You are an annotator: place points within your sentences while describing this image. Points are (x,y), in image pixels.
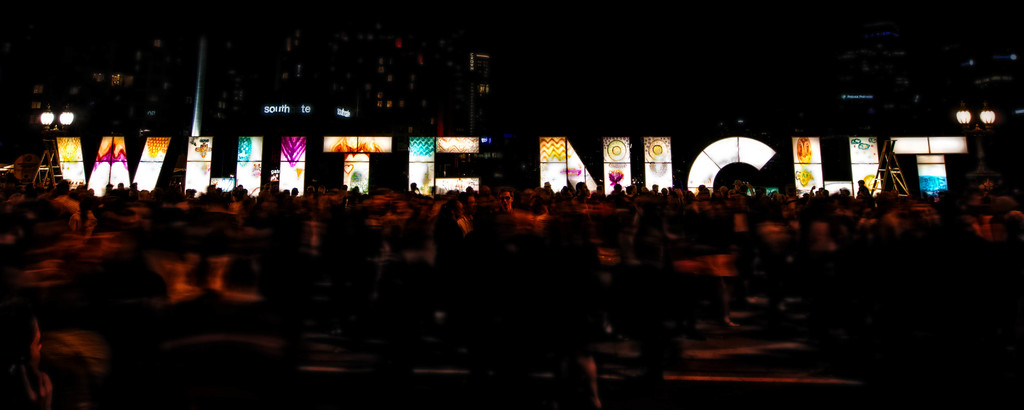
In this picture I can see there are lights (441,185) attached in the letters (198,175) here and there are some people (520,245) here and in the backdrop (293,68) there are buildings (974,51).
